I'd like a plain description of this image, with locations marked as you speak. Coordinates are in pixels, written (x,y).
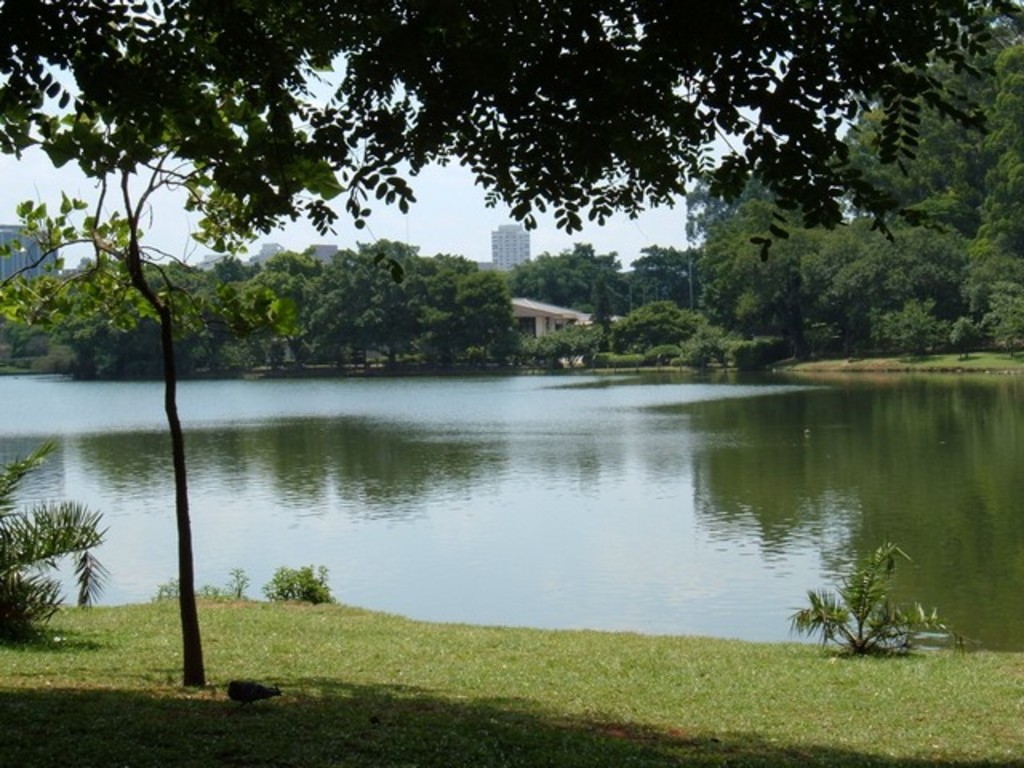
We can see grass (329,646), plants (41,614), tree (182,522) and water (467,493). In the background (475,321) we can see trees (754,287), buildings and sky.
